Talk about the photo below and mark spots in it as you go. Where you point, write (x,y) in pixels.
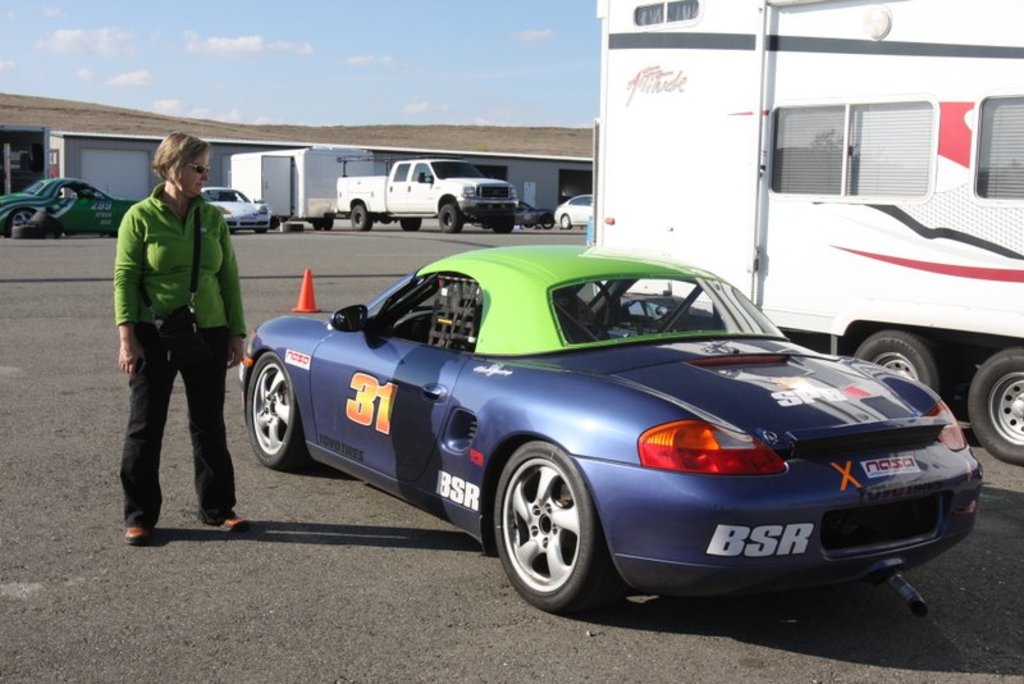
In this image in the center (655,308) there are vehicles (756,279) and there is a person (190,184) standing. In the background (298,204) there are vehicles (235,182) and there is a building (534,192) and the sky (329,65) is cloudy.
